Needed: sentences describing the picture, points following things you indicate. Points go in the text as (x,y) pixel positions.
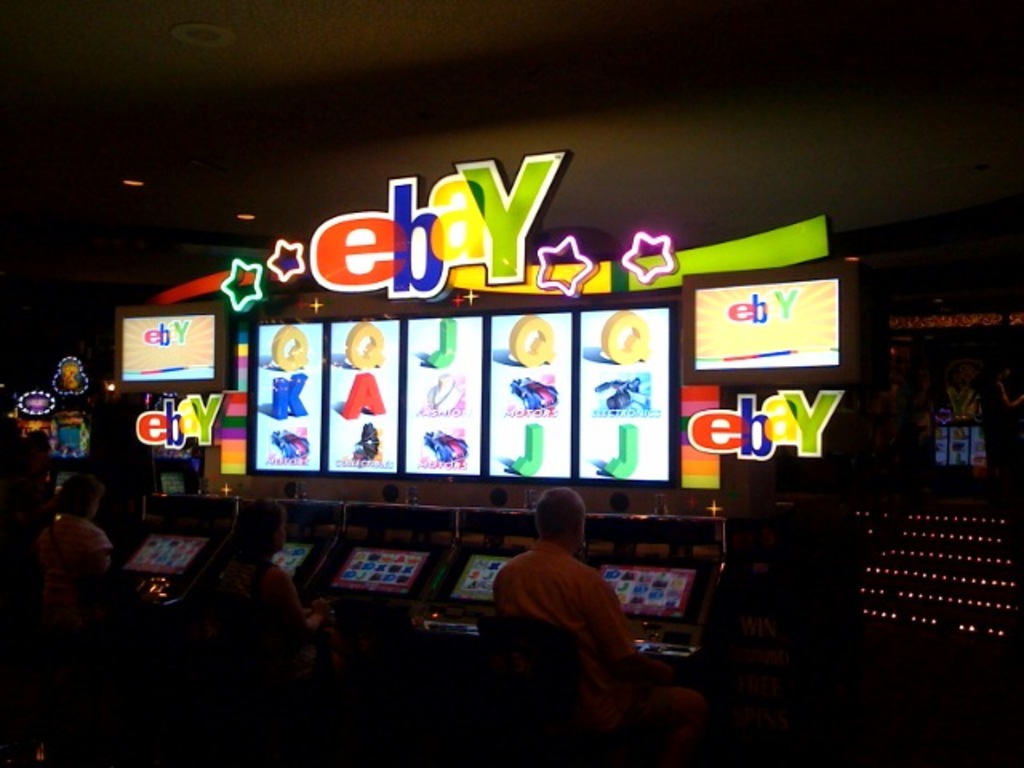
This picture is clicked inside. In the foreground (538,618) we can see the group of people (280,646) sitting on the chairs (516,670) and playing the game. In the center (551,393) we can see the digital screen (582,369) on which we can see the text (362,408) and the pictures (447,456) of some objects (288,369). In the background (218,170) we can see the roof (273,169), ceiling lights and the decoration lights (949,518) and some other objects (951,479).
